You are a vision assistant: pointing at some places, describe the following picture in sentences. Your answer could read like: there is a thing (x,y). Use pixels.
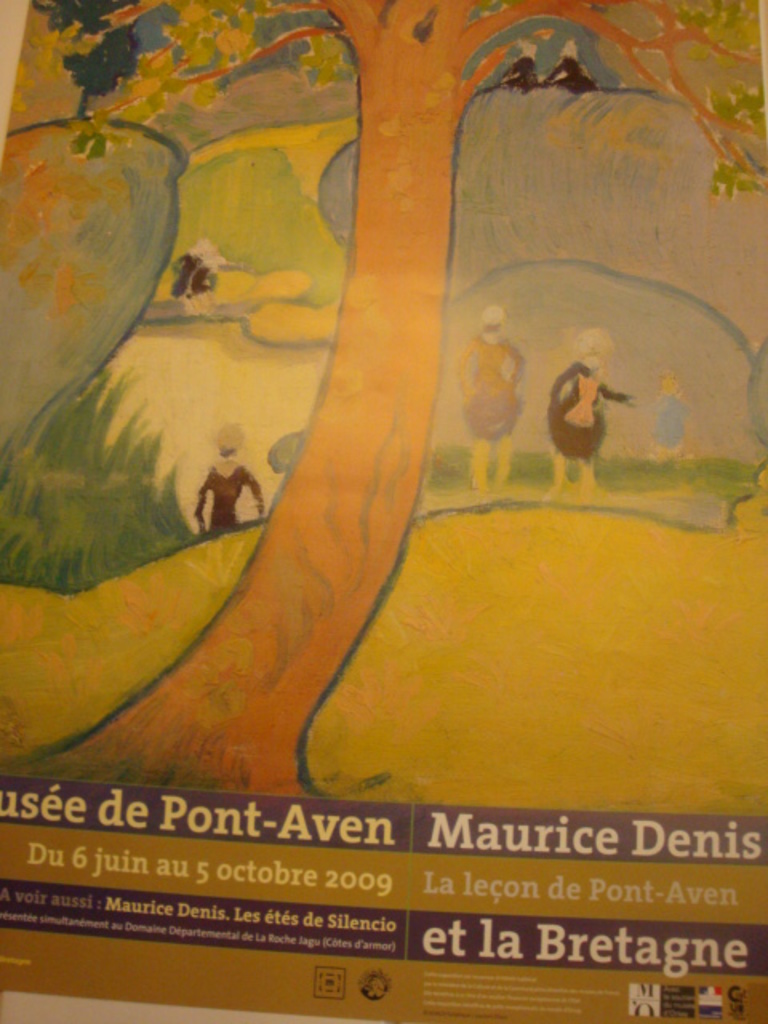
This picture shows a painting (244,660) and we see some text (566,849) on it.
